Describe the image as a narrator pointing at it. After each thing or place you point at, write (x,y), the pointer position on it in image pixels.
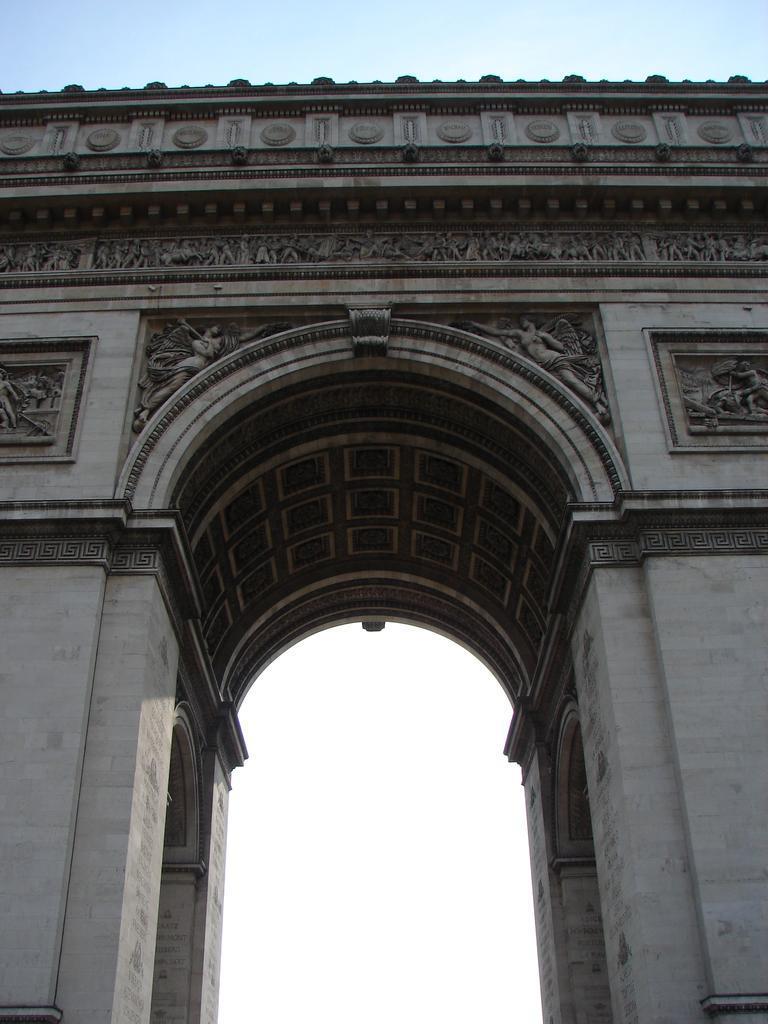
As we can see in the image there is a wall (66,394), sculptures (49,385) and on the top (341,18) there is a sky (270,25).
